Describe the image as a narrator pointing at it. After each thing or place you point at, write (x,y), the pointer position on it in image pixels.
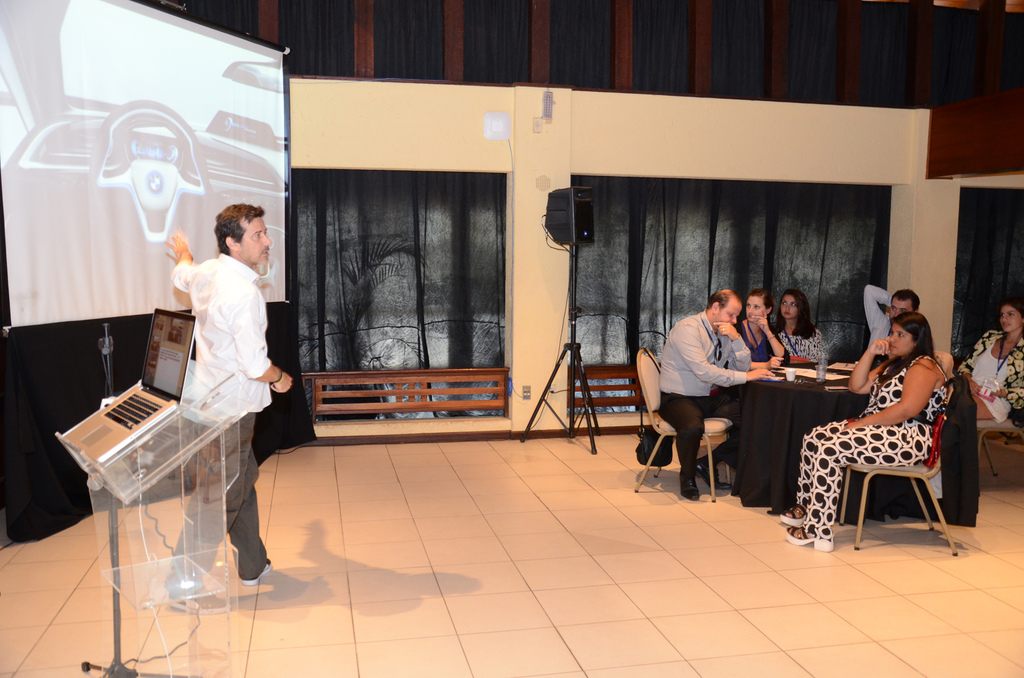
This picture is of inside. On the right (1013,360) there are group of people (1006,342) sitting on the chairs (925,478) and there is a glass (818,380) and some papers (808,372) placed on the top of the table (799,415). In the center (571,304) there is a speaker (567,233) attached to the stand (564,361). On the left (147,110) there is a projector screen (169,127) and a man (234,324) wearing a white color shirt (245,354) and standing and there is a table (168,456) on the top of which a Laptop (134,410) is placed. In the background (666,136) there is a wall (708,113) and curtains (681,217).
